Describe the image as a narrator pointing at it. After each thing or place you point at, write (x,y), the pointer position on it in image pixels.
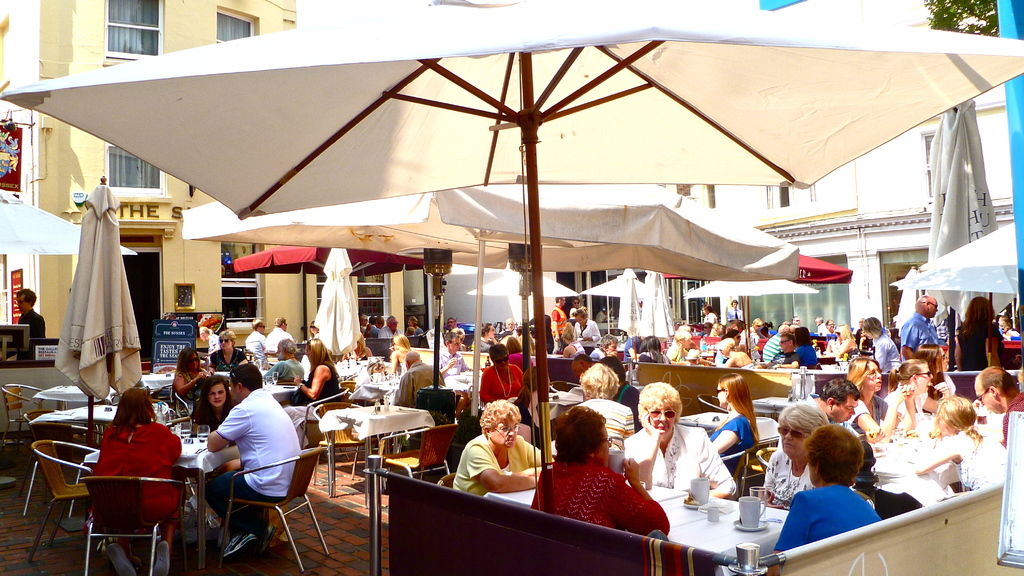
In this picture we can see a group of people (261,479), some people (247,519) are sitting on chairs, some people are standing and in the background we can see a building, windows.
